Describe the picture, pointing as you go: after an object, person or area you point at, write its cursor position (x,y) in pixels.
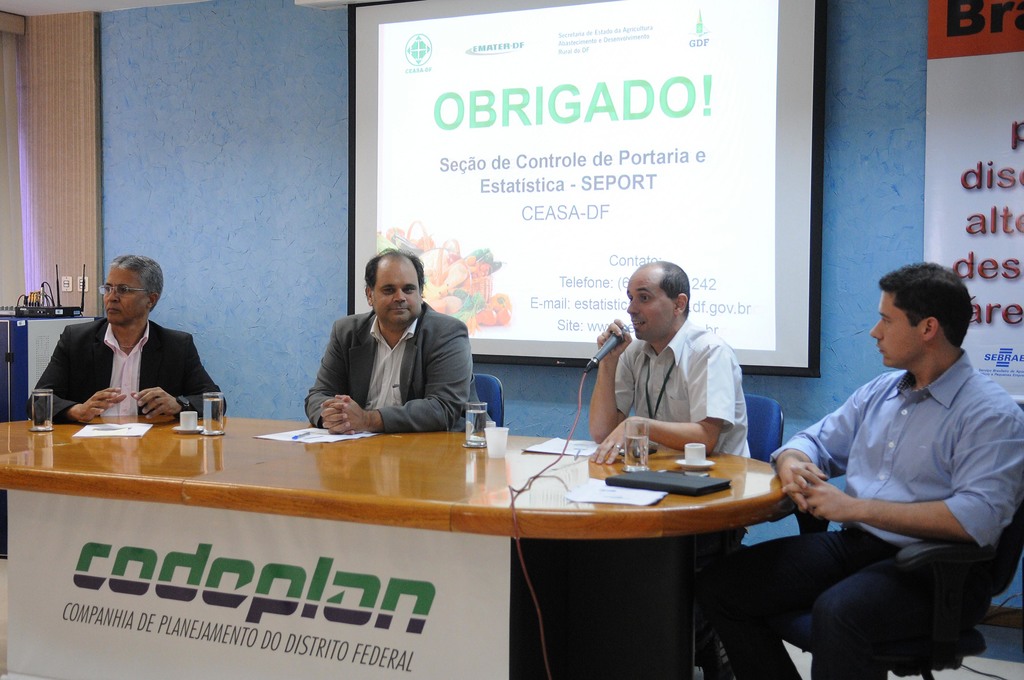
In this picture I can observe four men (686,414) sitting in the chairs (497,410) in front of a table (321,452) on which I can observe glasses (215,430), papers (589,444) and a file (637,475). Behind them I can observe a projector display screen (527,181). In the background (261,203) there is a wall (263,116).
